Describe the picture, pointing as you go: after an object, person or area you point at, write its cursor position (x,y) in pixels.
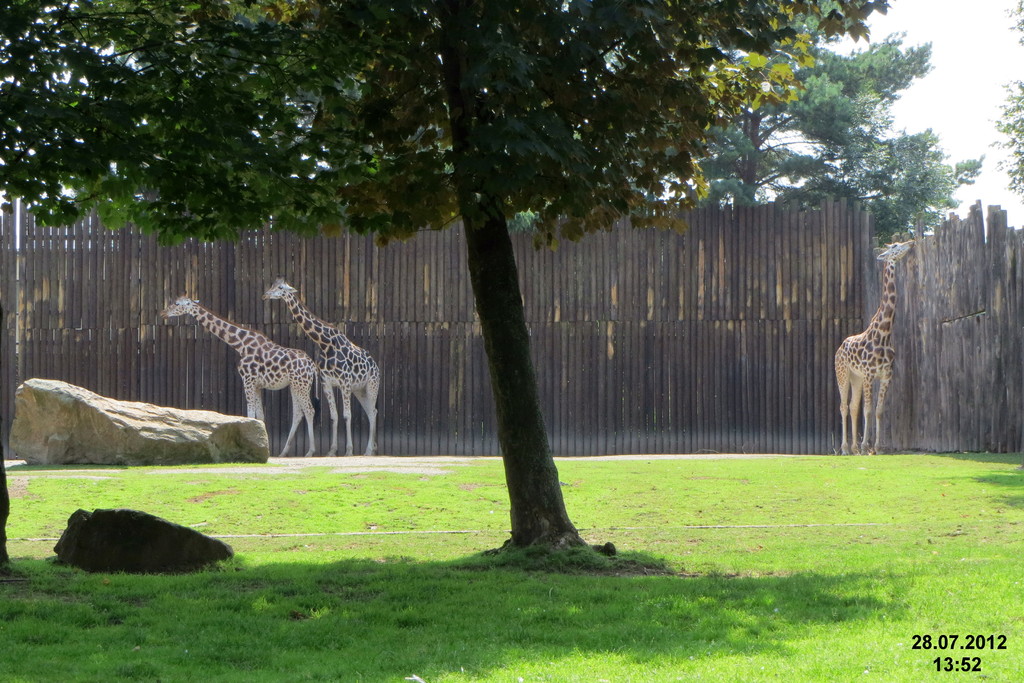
The picture is taken in a zoo (379,142). In the foreground of the picture (347,636) there are tree (447,96), stone (100,529) and grass (251,531). In the background (605,288) there are giraffes (312,358), wall (295,331) and a stone (106,429), outside the wall (708,300) there are trees (844,143). Sky (966,128) is sunny.
